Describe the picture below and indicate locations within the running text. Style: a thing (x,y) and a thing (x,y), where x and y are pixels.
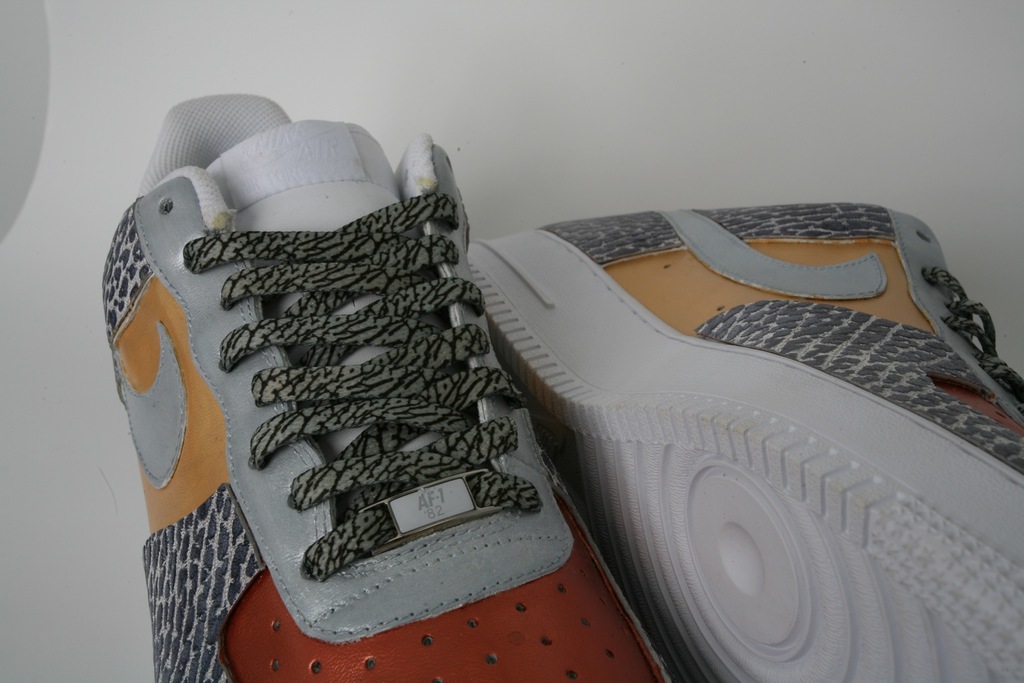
In this image there are pair of shoes (543,374) in the middle (627,415).
